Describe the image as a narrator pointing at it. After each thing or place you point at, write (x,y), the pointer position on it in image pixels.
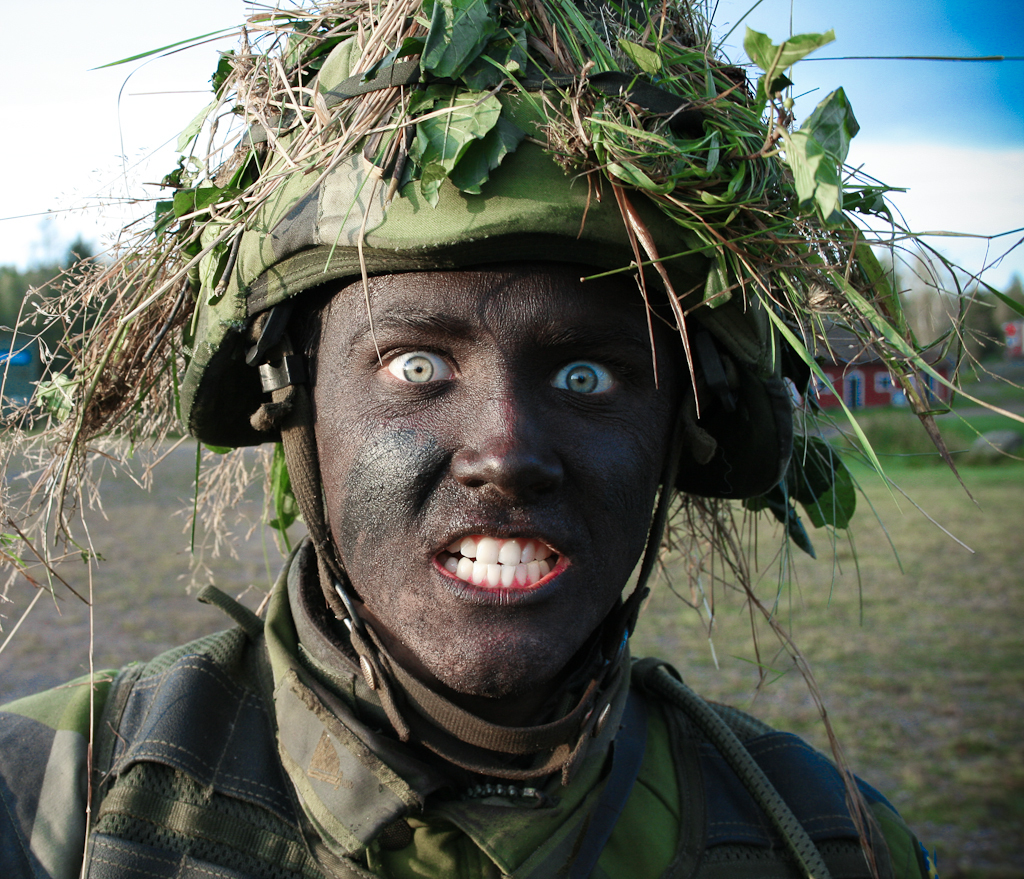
In this image we can see a person (407,264) wearing a cap (689,299) and we can also see some leaves (706,50) on his head (712,277). Behind him we can see the sky (841,45).
